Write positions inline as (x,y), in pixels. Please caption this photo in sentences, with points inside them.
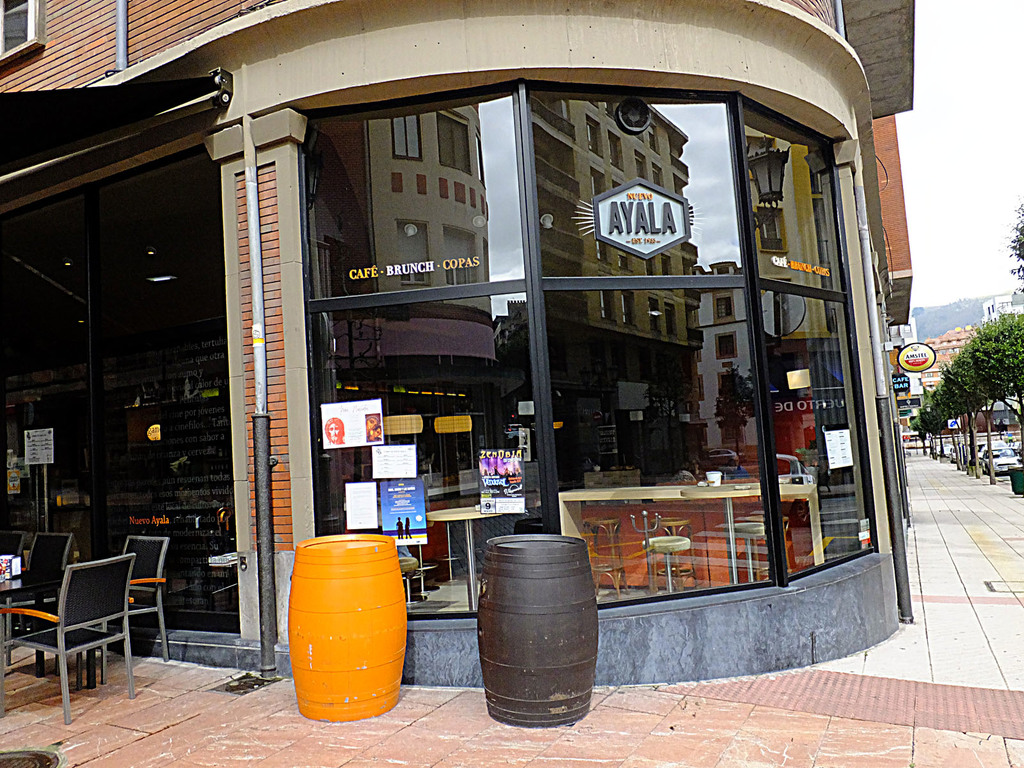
In the image we can see a building (433,620), dustbin (355,640), chairs (72,634), poster (395,502), footpath (951,513), trees (997,380) and a sky (986,178). This is a pipe (257,389).
